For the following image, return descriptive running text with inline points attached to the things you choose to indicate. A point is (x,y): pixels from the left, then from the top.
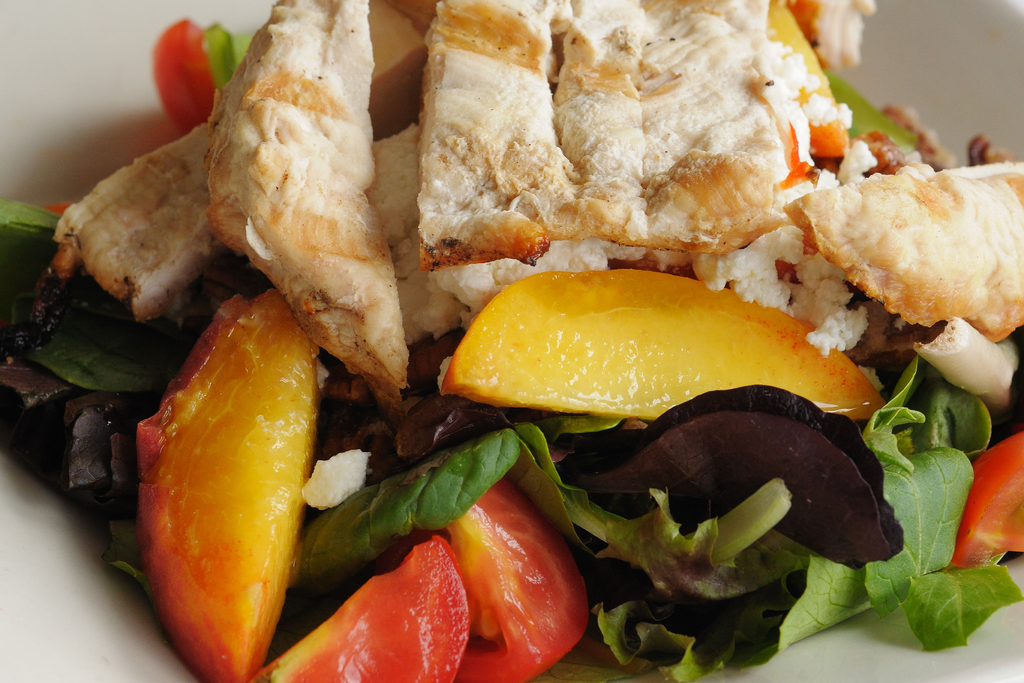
There is a food (302,108) kept in a white color bowl (67,184) as we can see in the middle of this image (600,237).
